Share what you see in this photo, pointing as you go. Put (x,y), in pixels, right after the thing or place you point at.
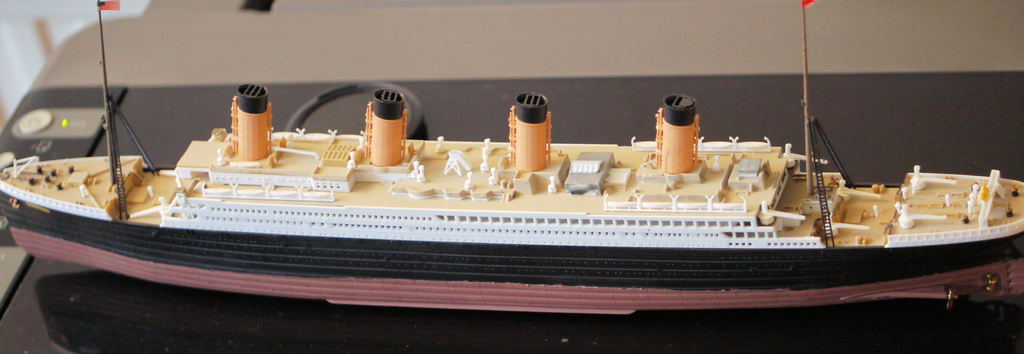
In this image I can see a toy ship (494,238) in the front (387,273). I can see colour of the ship (276,164) is cream, white, black, brown and orange. On the both sides of the ship (361,181) I can see two poles (806,167) and two flags (102,7). I can also see a printer like thing (79,62) under the ship (448,188).
